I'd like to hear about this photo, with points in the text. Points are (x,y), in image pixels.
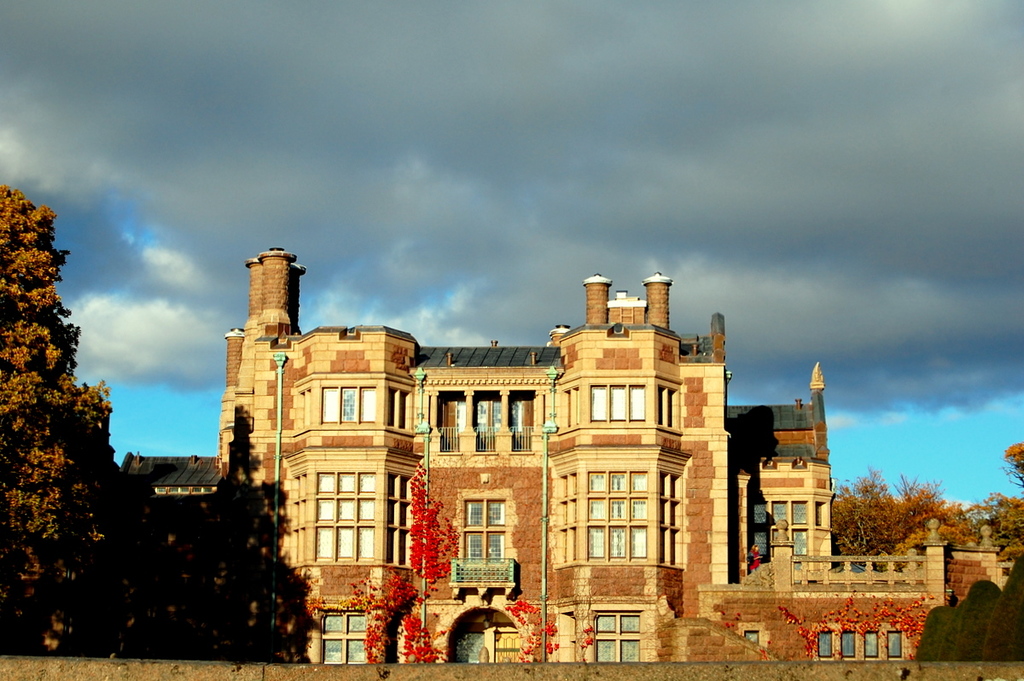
In this image we can see a building (762,505), trees (990,615), and flowers (426,573). In the background (883,365) there is sky (479,222) with clouds (311,205).
